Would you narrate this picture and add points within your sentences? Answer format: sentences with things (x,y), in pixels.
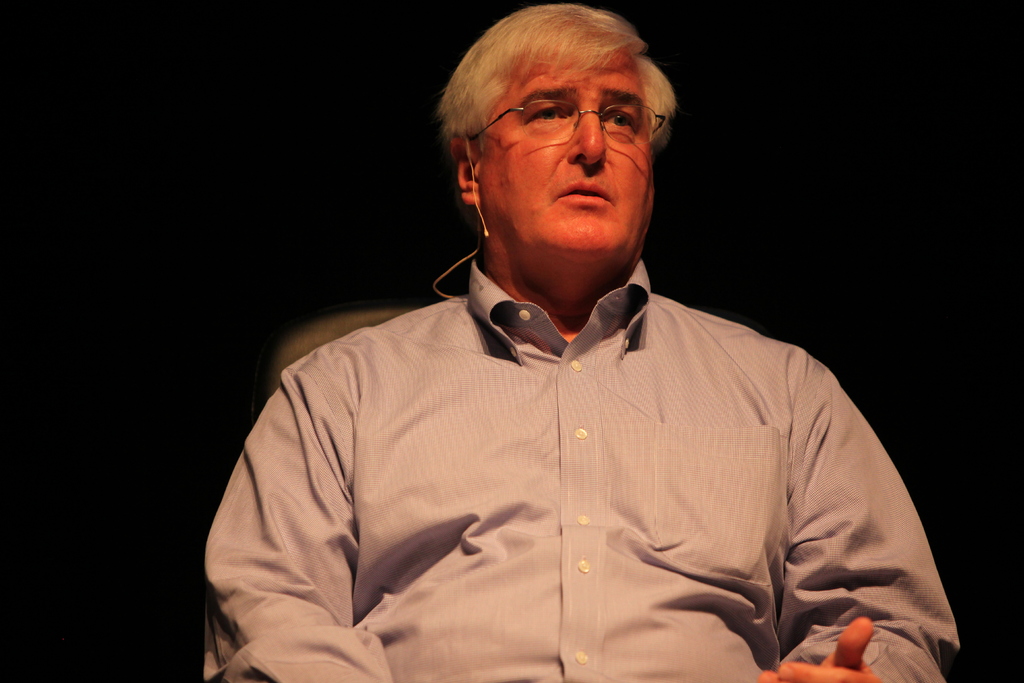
In this picture I can observe a man (540,363) in the middle of the picture (540,434). He is wearing spectacles (589,109). The background (848,138) is completely dark.
